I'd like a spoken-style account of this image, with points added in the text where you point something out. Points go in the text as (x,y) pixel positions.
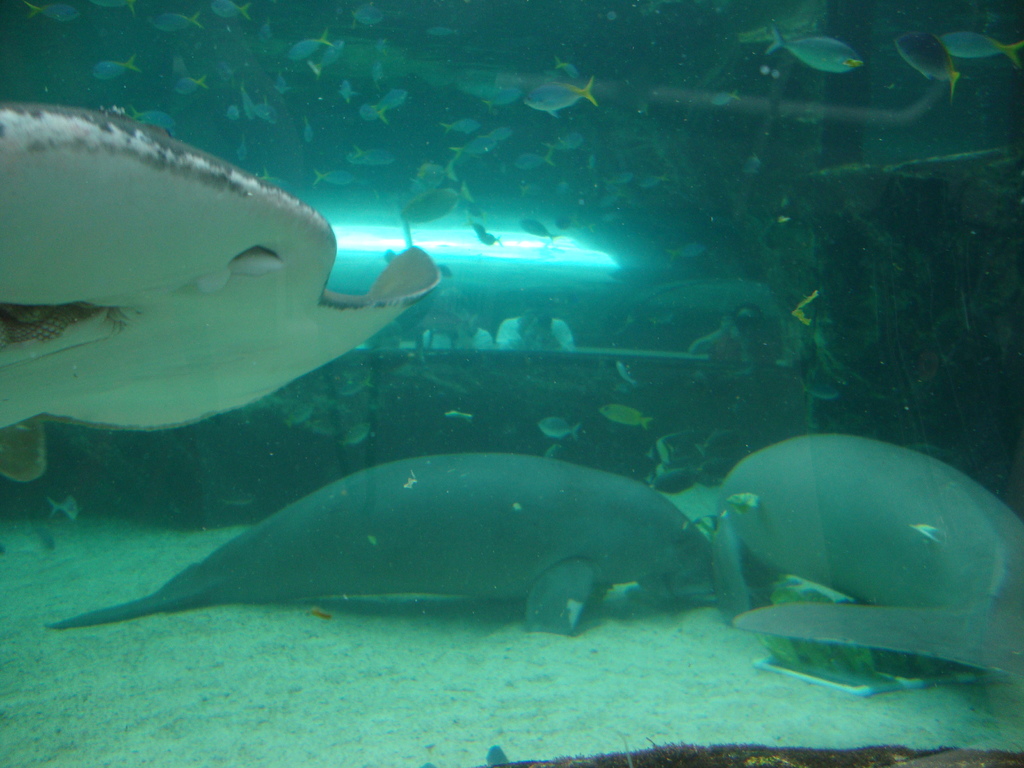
In this picture we can see an aquatic animals (633,421) are there. In the background of the image (447,338) water (447,338) is there. At the bottom of the image (255,693) soil (368,660) is there.
